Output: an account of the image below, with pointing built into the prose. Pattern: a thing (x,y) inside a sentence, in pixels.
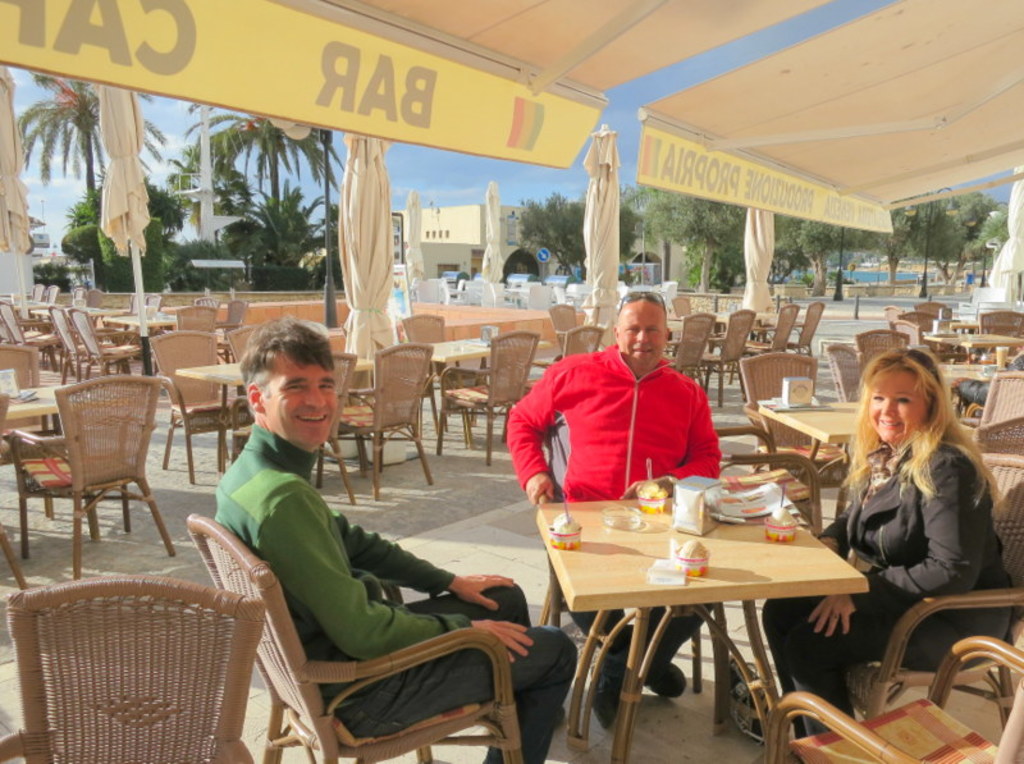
In this picture there are persons (511,453) sitting on a chair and smiling. In the center (675,505) there is a table (736,539), on the table (709,574) there are tissues (689,521) and there are ice cream cups (647,510). In the background (454,352) there are empty chairs (396,358) and tables (992,341) and there are curtains (372,253), trees (711,256) and there is a building (462,229) and the sky (404,160) is cloudy.
